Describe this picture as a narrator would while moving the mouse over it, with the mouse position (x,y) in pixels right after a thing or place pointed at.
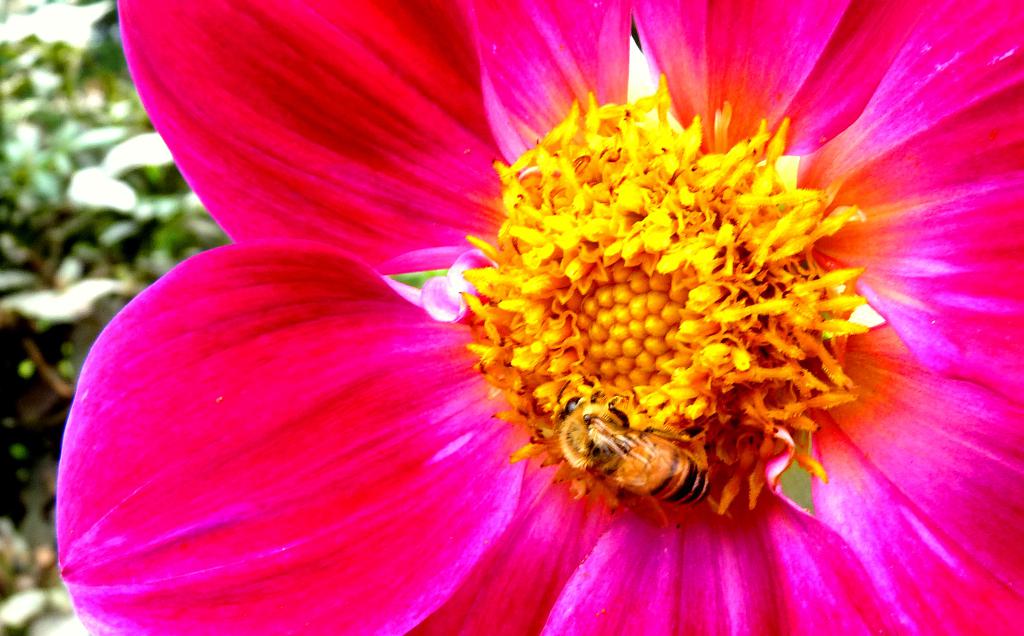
There is a pink and yellow flower (530,222). On the flower (642,397) there is a honey bee (646,452). In the back (96,232) it is green and blurred.
